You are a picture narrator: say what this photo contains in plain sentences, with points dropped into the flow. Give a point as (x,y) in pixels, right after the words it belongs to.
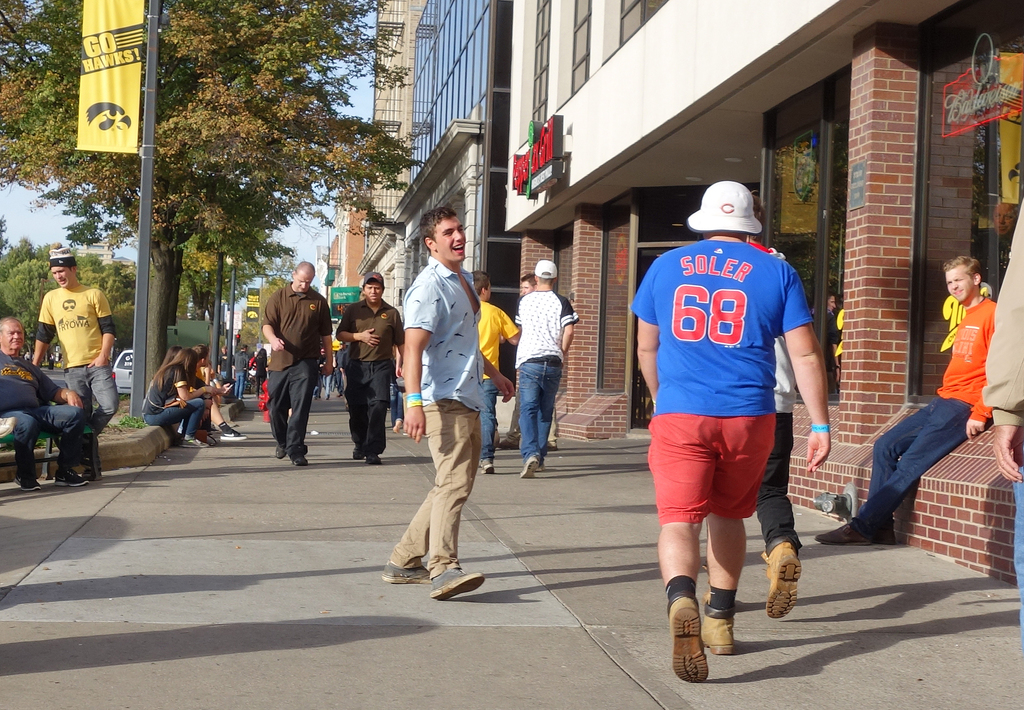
In this image I can see the group of people (385,386) with different color dresses (470,432). I can see few people (38,424) are sitting and few people (428,382) are walking. To the side of these people (708,387) I can see the building (454,106). To the left (88,131) I can see the banner (103,114) to the pole (154,109) and many trees (126,170). In the background (116,222) I can see the sky (97,210).
